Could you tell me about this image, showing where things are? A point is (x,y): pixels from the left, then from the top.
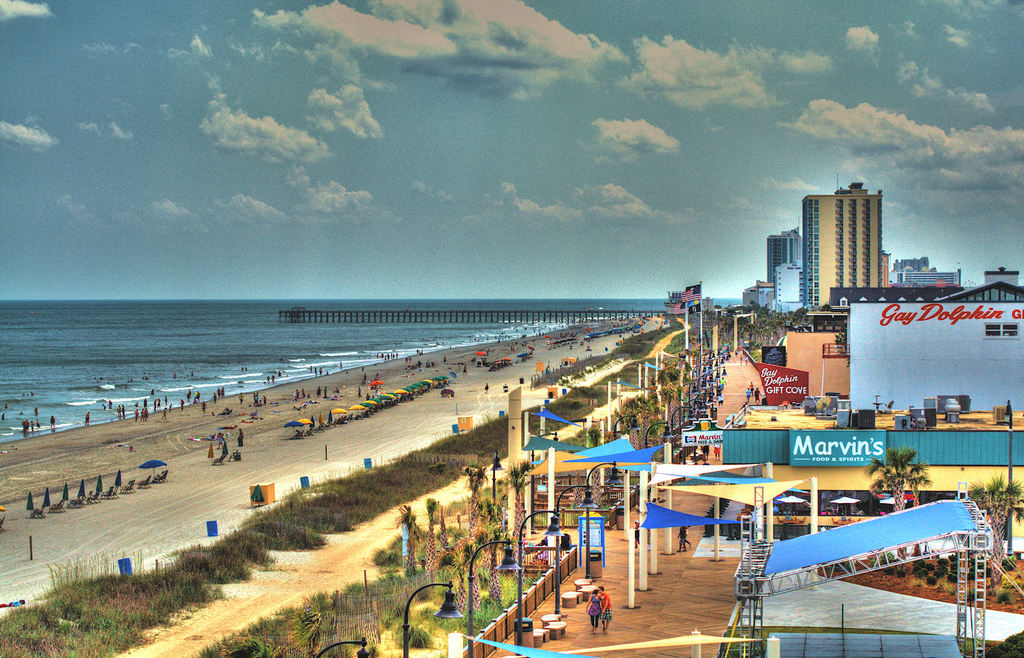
In this picture there are few stores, street lights (587,512), people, fence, trees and buildings (838,287) in the right corner (792,427) and there are group of people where few of them are in sand (237,425) and the remaining are in water (108,378) and there is a bridge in the background (372,317).
